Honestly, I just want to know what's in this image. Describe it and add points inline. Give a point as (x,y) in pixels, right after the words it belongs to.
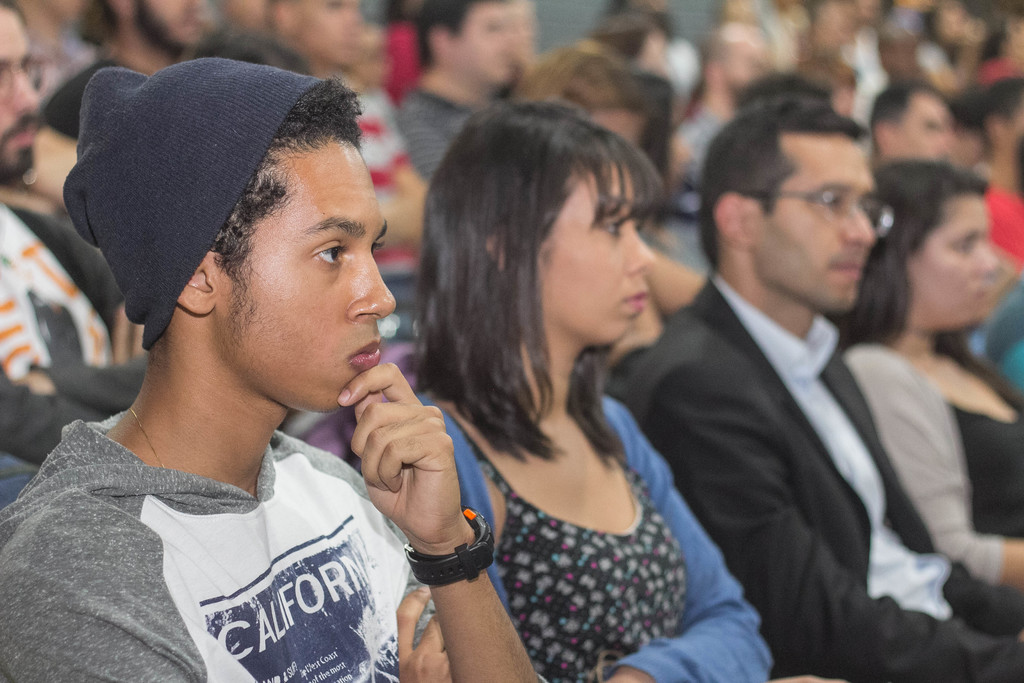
In this picture I can see a group of people (593,316) are looking at the right side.
